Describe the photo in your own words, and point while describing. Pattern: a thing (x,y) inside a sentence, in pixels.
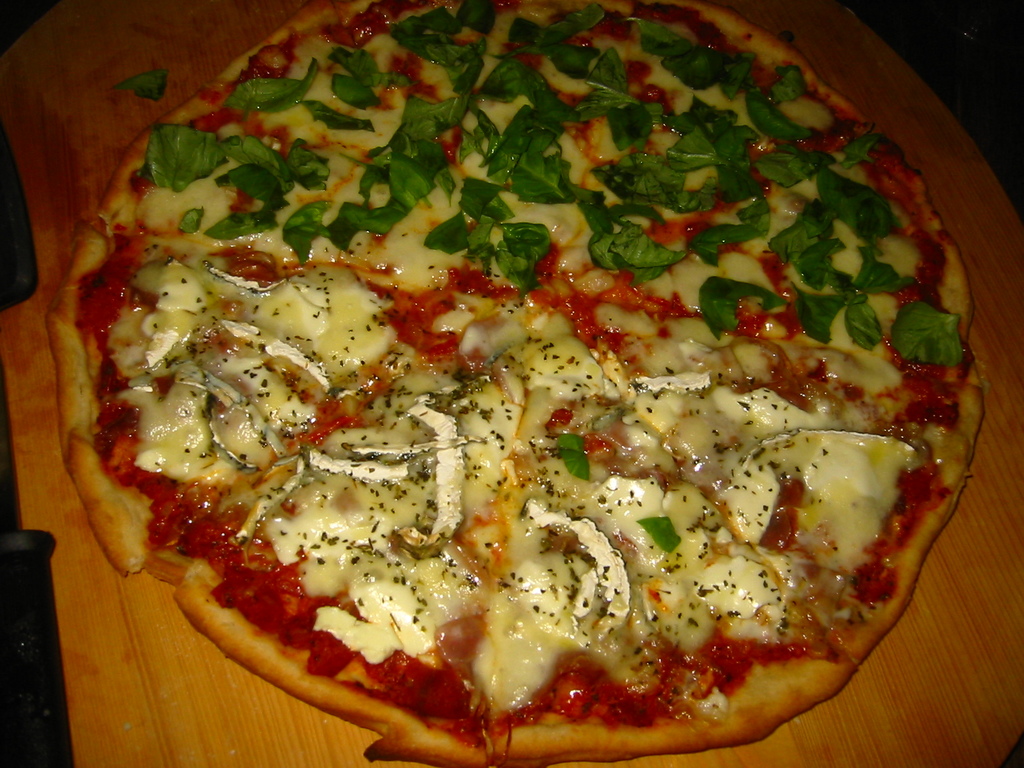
This image consists of food (481,482) which is on the surface (149,662) which is brown in colour.
